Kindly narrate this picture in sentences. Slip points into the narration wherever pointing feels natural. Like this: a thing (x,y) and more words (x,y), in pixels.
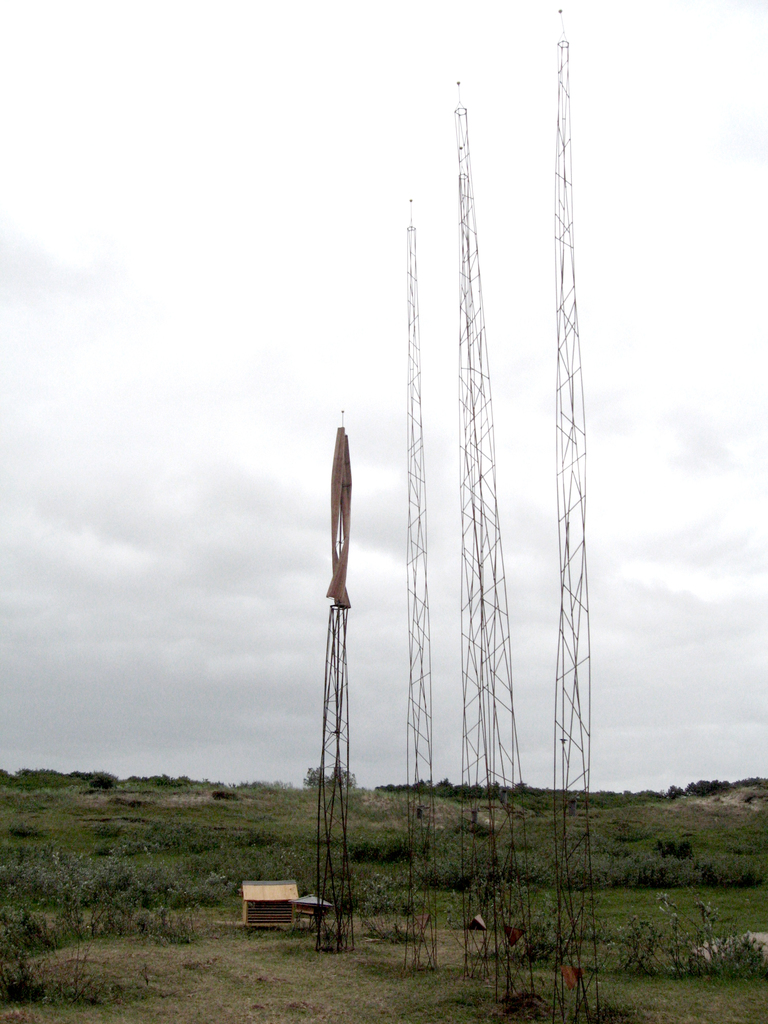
In this picture, there are towers (418,663) in the center (464,520) which are made up of iron bars (568,527). At the bottom (314,837), there are plants (453,871) and grass (526,959). In the background (437,174), there is sky (523,258).
